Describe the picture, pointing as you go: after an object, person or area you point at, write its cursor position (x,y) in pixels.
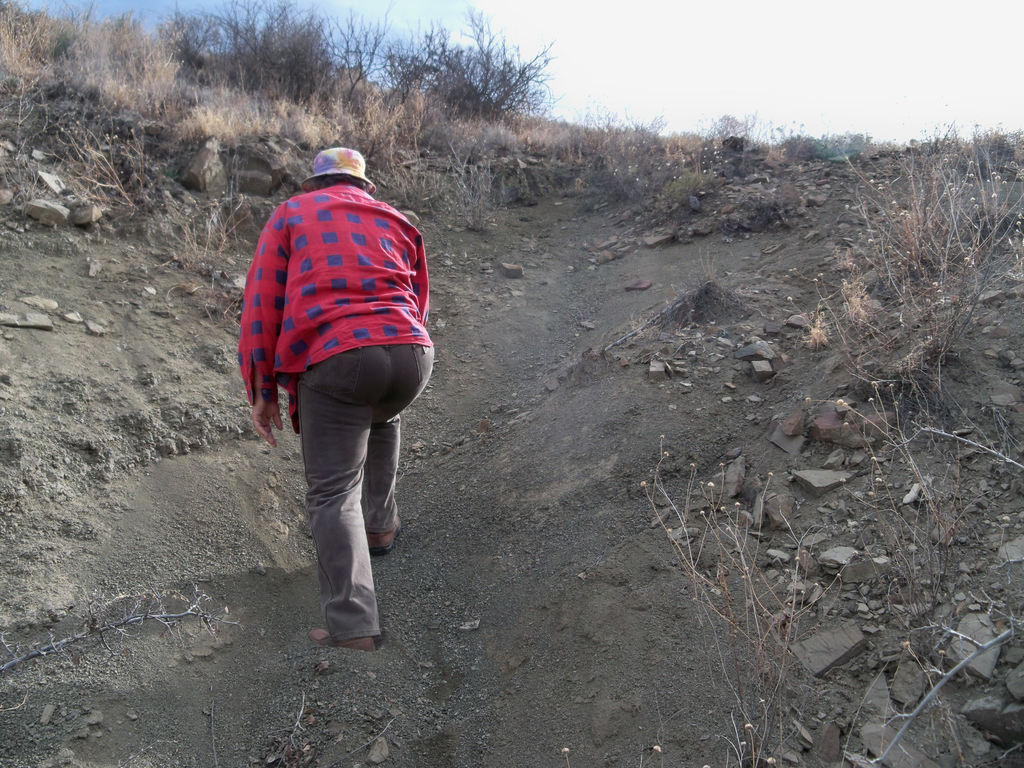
In the picture we can see a hill (473,621) with mud (501,621) and stone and some dried grass (220,96) and behind the hill (457,147) we can see a sky (644,75) with clouds (656,101).
